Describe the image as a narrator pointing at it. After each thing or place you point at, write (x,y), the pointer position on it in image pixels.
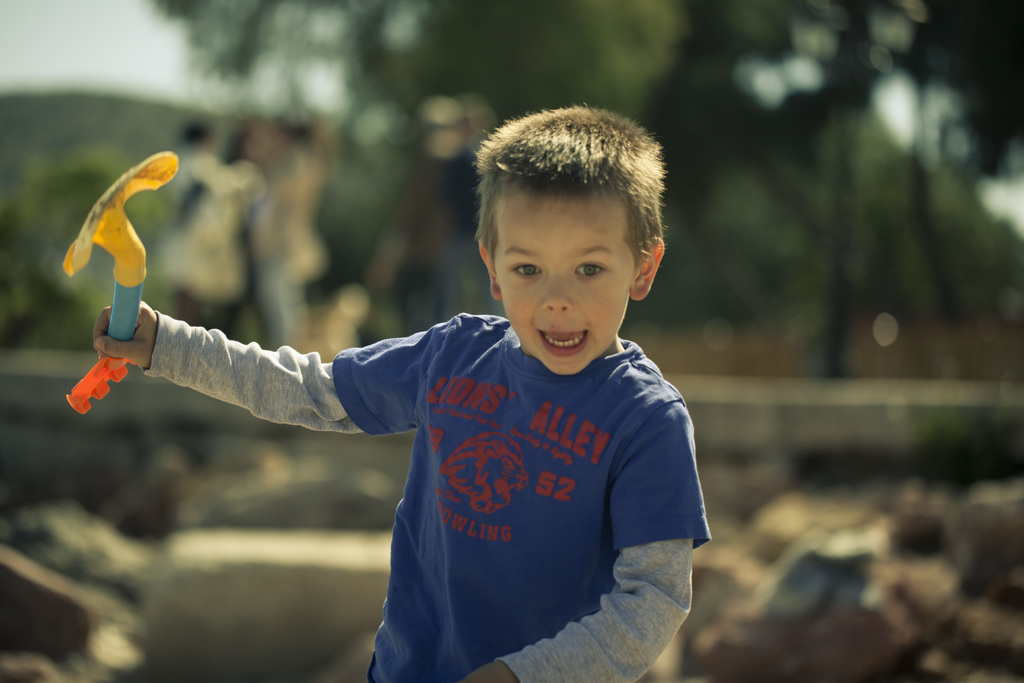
In the image we can see a child (510,445) wearing clothes (574,477) and holding an object (126,327) in hand (101,320). The background (95,296) is blurred.
